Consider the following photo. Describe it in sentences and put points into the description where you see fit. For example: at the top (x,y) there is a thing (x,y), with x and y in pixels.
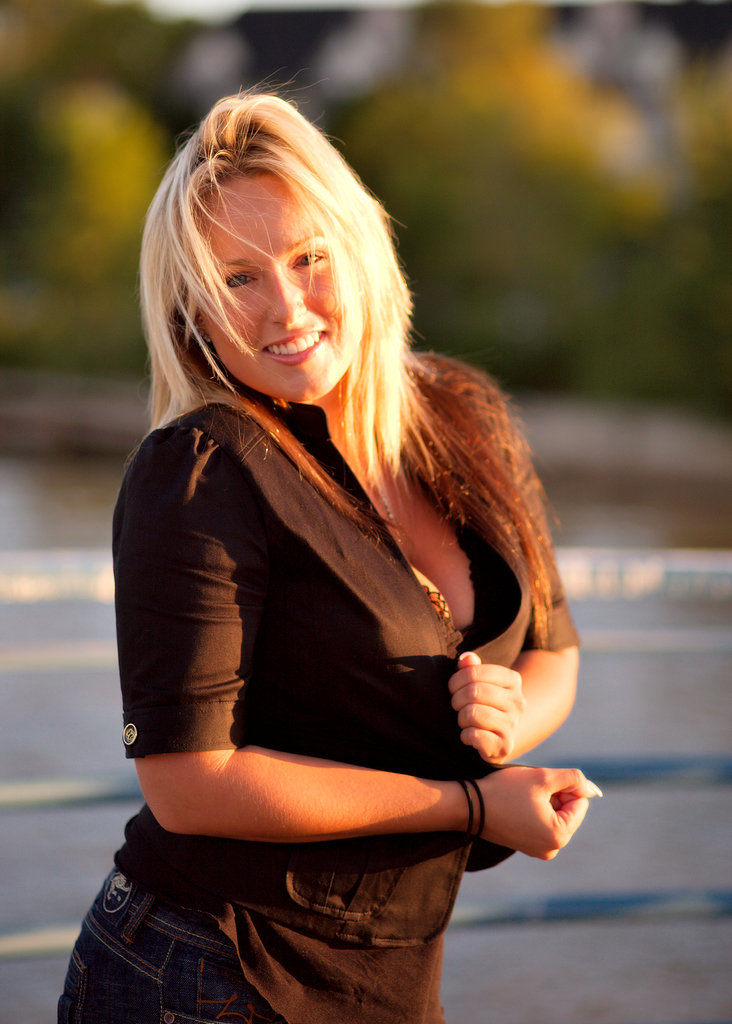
In this image I can see a woman (363,657) wearing black color dress (349,736) is standing and smiling. In the background (509,209) I can see few trees (549,202), the ground (650,420) and the sky (291,3).
